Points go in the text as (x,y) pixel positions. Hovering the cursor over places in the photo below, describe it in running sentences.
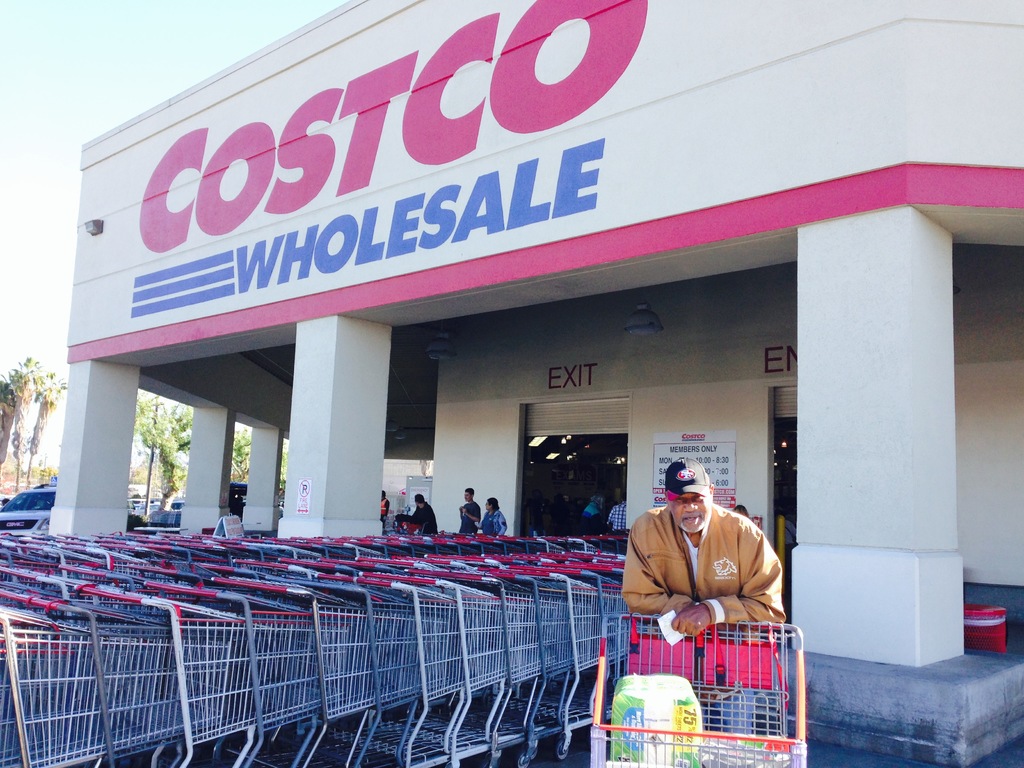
As we can see in the image there are few people (461,518) here and there, few carts (614,559), cars (10,502), trees (180,476) and there is white color wall (978,520). On the top (65,166) there is sky (65,166).
